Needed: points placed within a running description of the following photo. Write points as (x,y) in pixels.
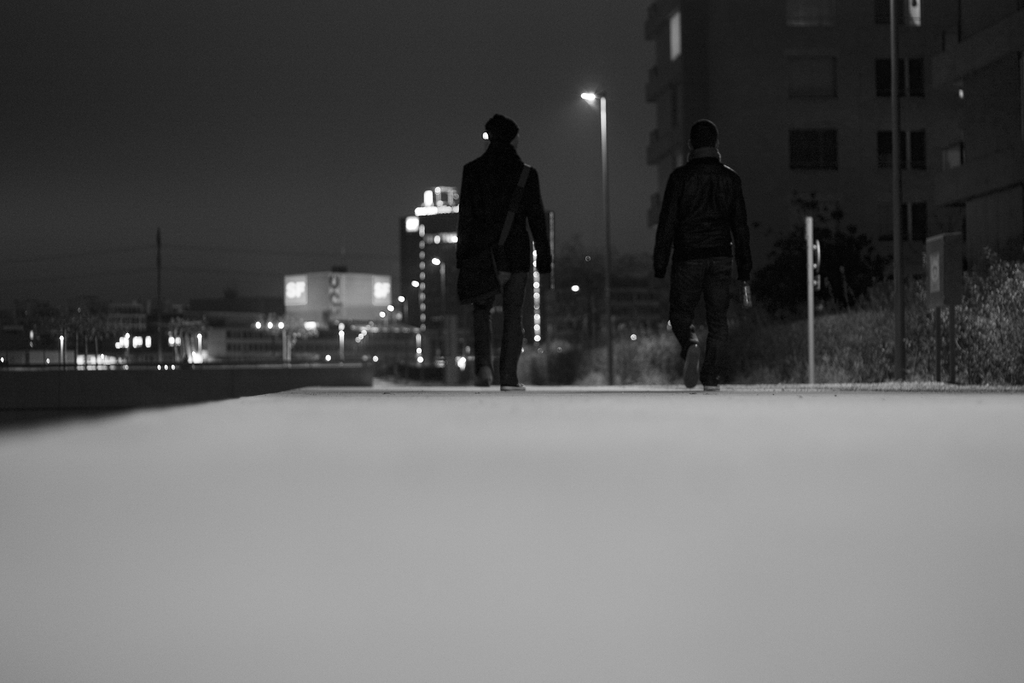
In this picture there are two persons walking on the road (411,440). At the back (974,179) there are buildings (967,200) and trees (1012,298) and poles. On the left side of the image (115,372) there is a railing (183,372). At the top (448,106) there is sky (475,106). At the bottom (736,531) there is a road (677,469).
